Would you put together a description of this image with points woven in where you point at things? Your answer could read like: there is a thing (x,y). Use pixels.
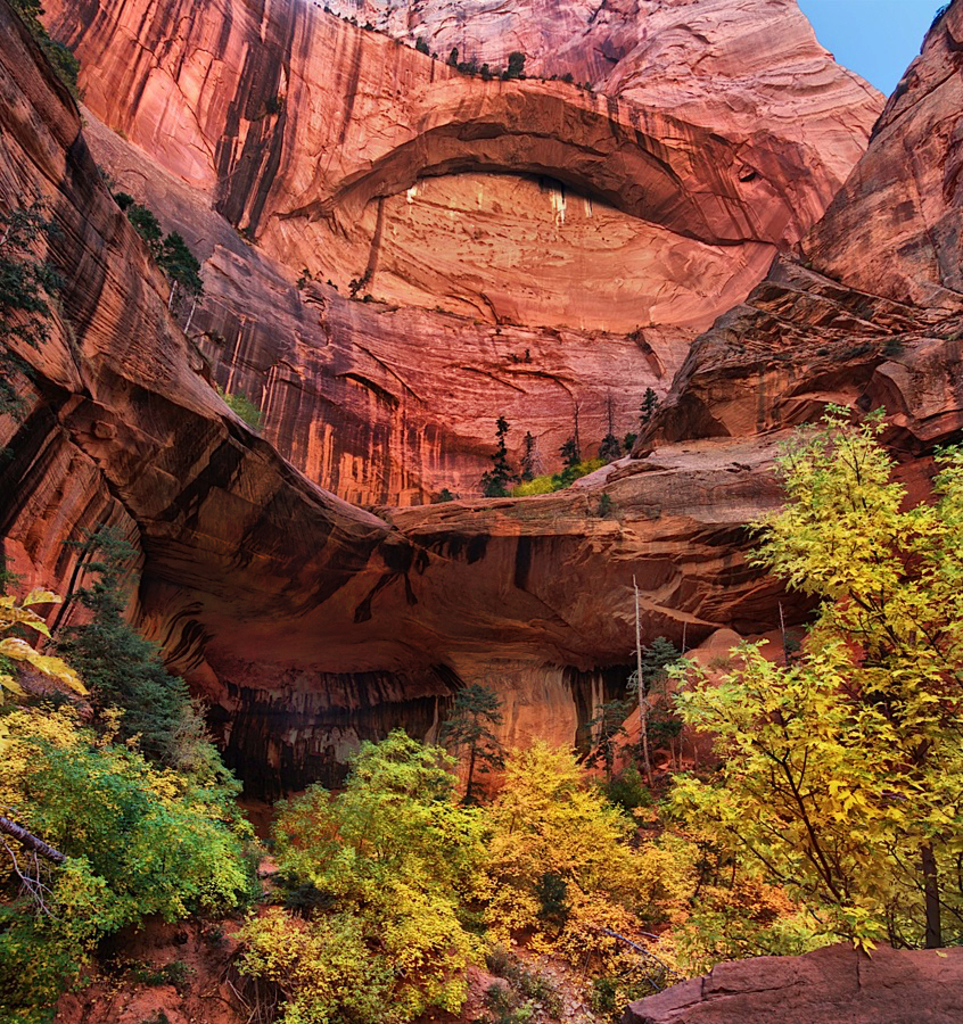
In this image in the front (756,762) there are trees (467,782) and in the background (394,288) there is a rock (721,300).
